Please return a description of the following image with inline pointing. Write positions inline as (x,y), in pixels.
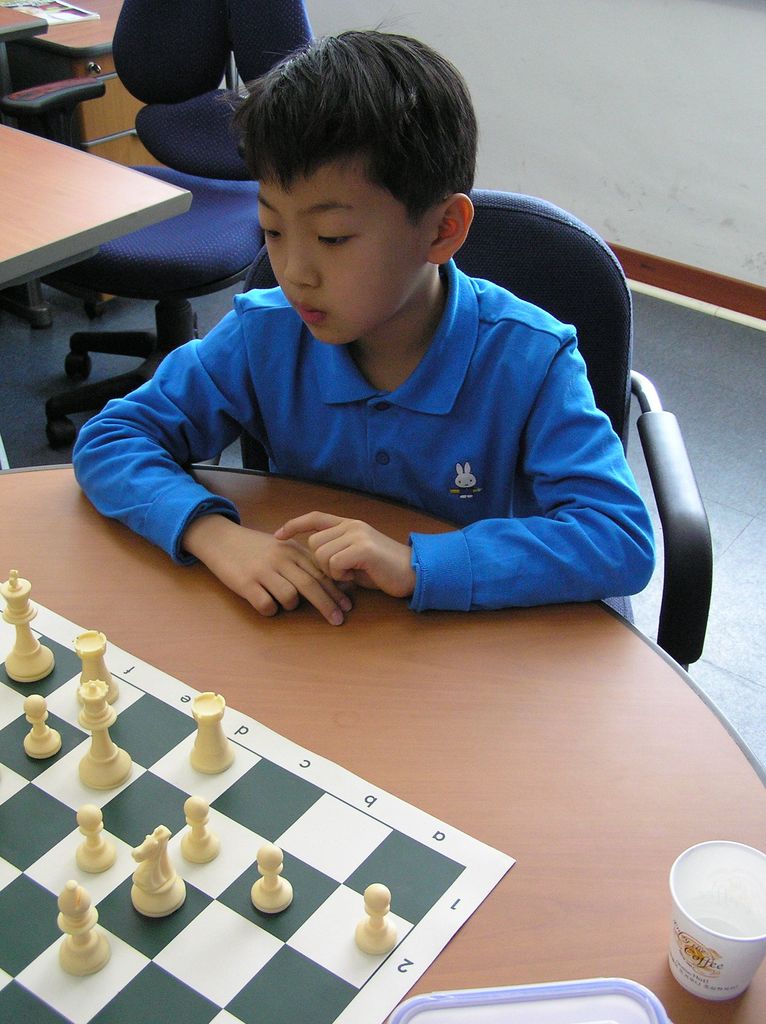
In this image there is a kid (455,382) wearing a blue color t-shirt (480,403) sitting on the chair (571,320) and at the right side of the image (705,861) there is a cup (716,896).
